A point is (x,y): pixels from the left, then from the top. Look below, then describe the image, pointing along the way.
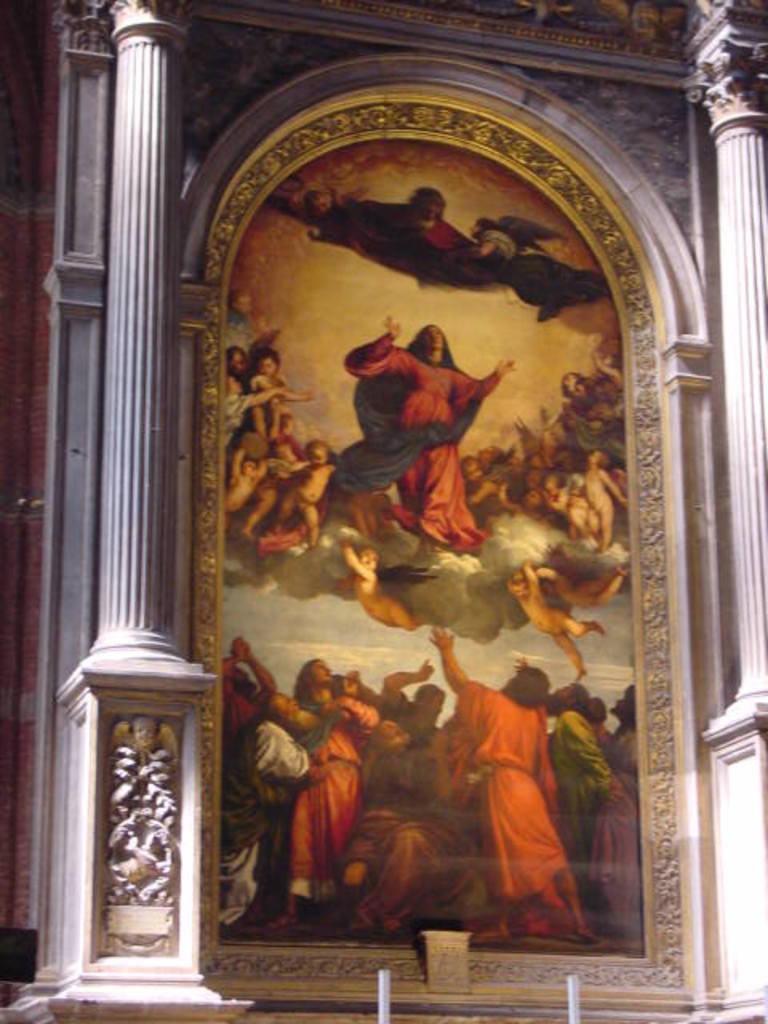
In this picture we can see a photo frame (350,808) on the wall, here we can see a group of people (522,699) and pillars (81,66).
